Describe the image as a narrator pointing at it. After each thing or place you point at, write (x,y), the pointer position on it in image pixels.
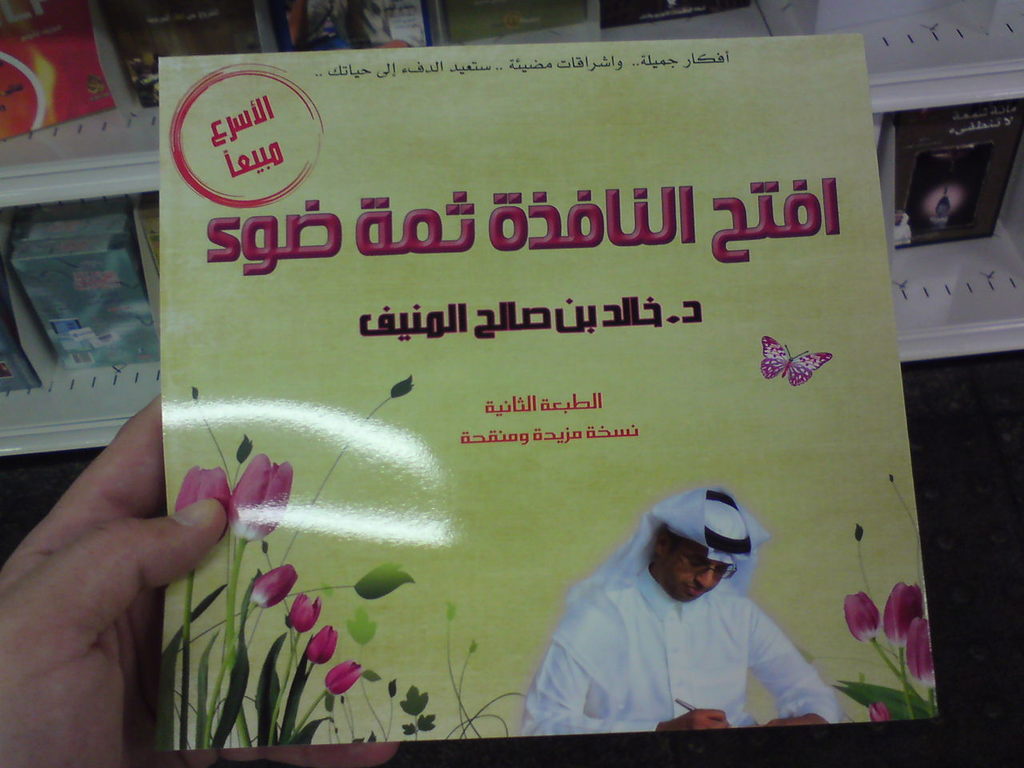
In this image we can see a person's hand (161,554) and the person (17,721) is holding a book (416,327), Behind the book (598,62) there are some objects (639,3) in the racks (886,206).
